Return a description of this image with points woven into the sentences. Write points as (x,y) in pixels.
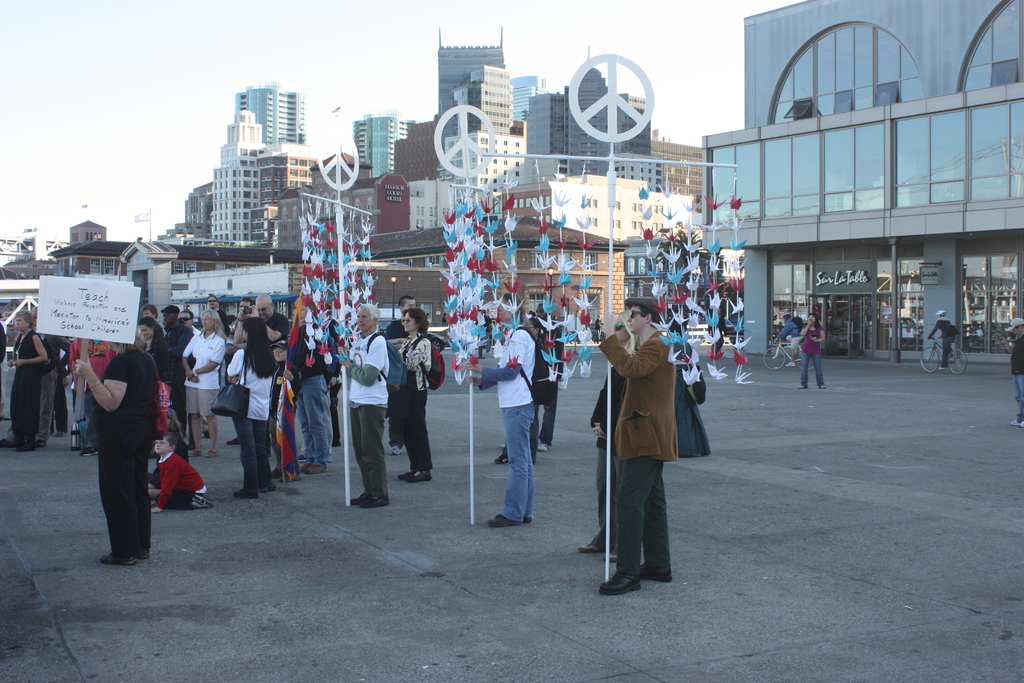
There are persons (636,406) in different color dresses (673,403), one of them is holding a hoarding (100,301) and three of them are holding white color poles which are decorated with decorative items (321,338), standing on the road (723,479). In the background (988,336), there are persons (947,326) cycling, there are persons (807,344) standing, there are buildings (250,126) and there are clouds (310,68) in the sky (343,59).
